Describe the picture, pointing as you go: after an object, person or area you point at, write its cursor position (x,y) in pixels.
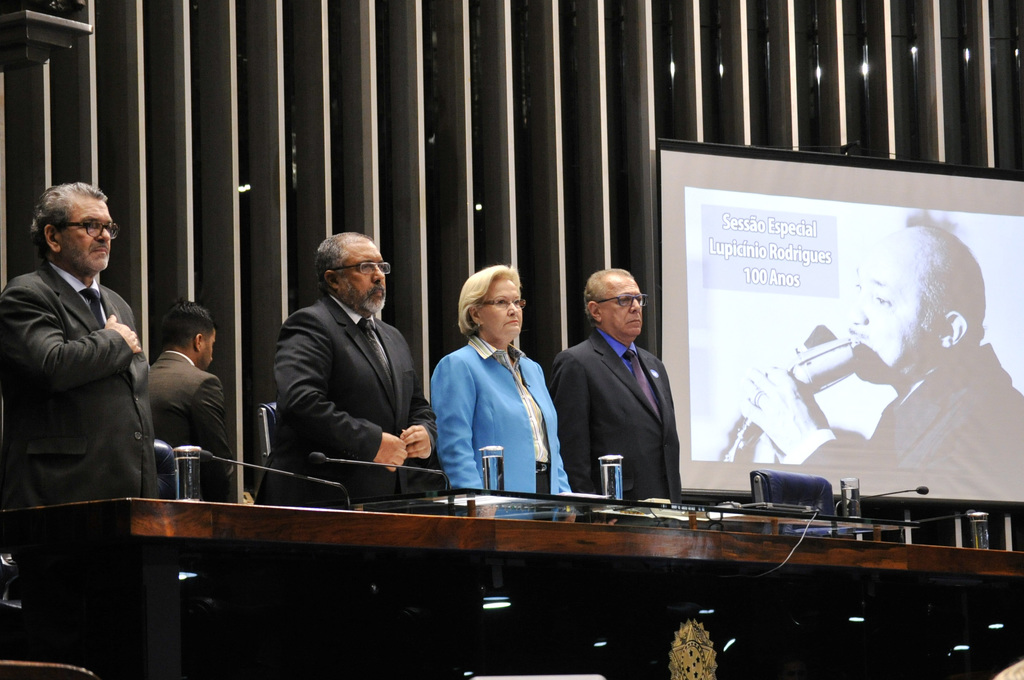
In this image we can see a few people (376,484), in front of them there are glasses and mics (325,482) on the table (585,510), behind them there is a screen (701,218), on the screen (829,316) we can see a person's image (881,316) and some text (787,248), also we can see the wall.
